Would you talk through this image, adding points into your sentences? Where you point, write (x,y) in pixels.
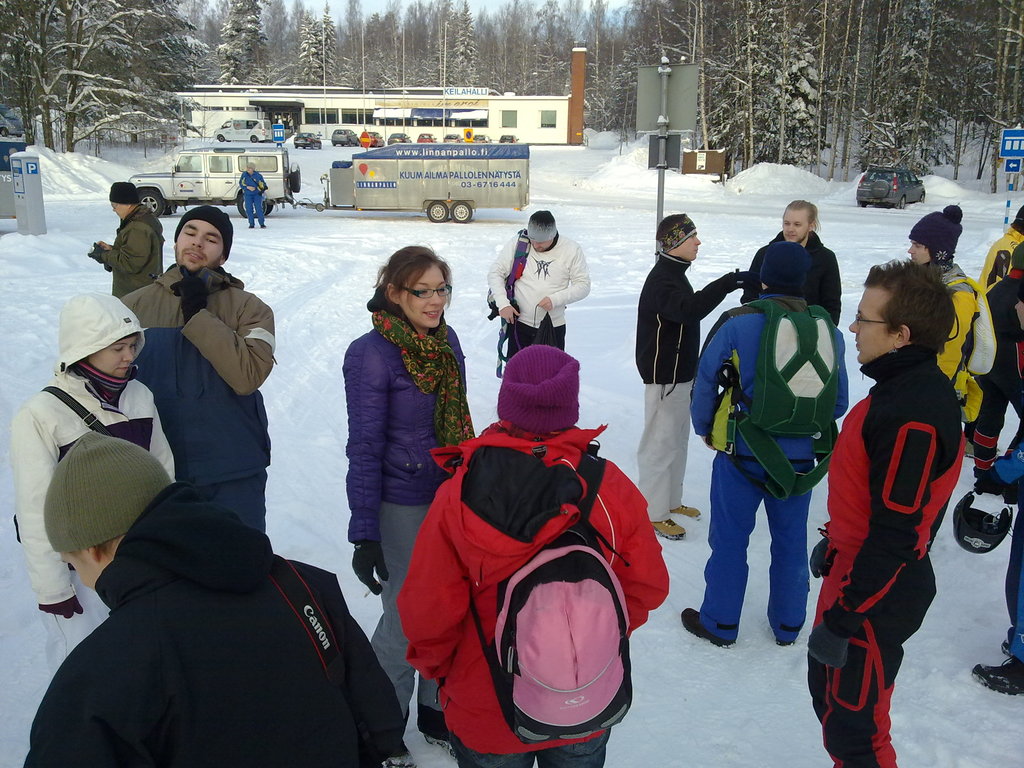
In the picture I can see a group of people (452,404) are standing on the snow (698,551) among them some are carrying bags (815,415). In the background (411,189) I can see vehicles (275,157), trees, boards (647,129), the sky (332,4) and some other objects (363,17).
